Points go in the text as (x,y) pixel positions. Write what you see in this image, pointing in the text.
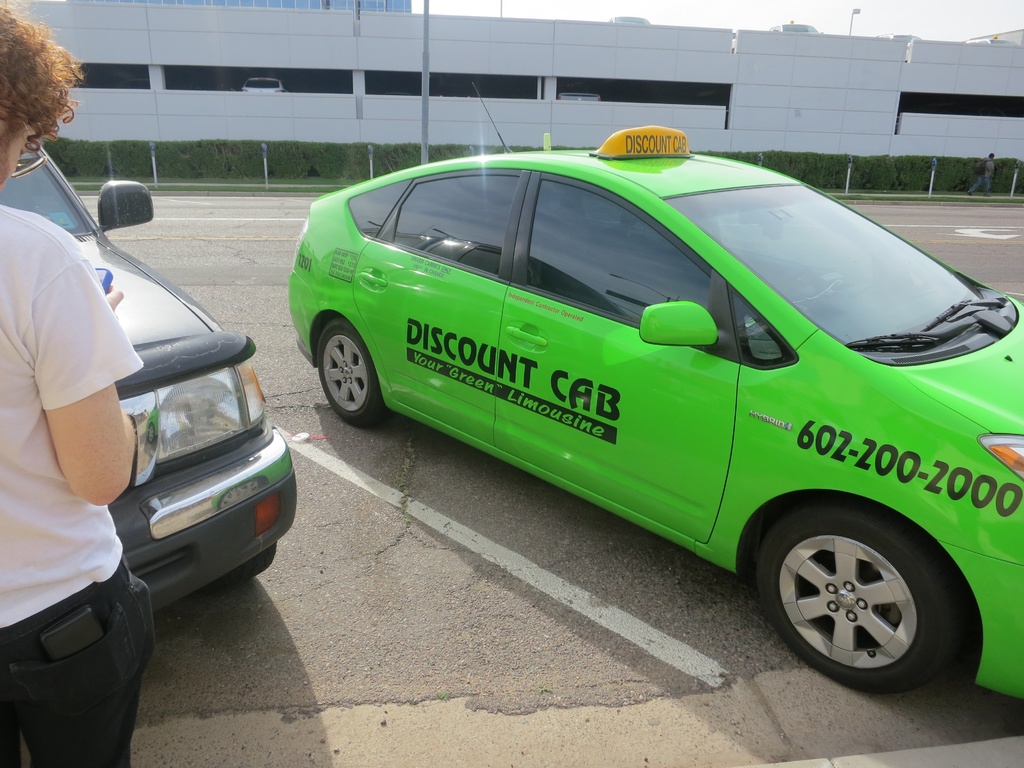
In the foreground of this image (49,558), on the left (25,540), there is a person (0,401) standing on the road (241,672) and there are two cars (400,356) on it. In the background (844,178), there is greenery (891,169), few poles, a man (992,168) walking on the side path (976,196), a wall (770,93) and the sky (713,13).
